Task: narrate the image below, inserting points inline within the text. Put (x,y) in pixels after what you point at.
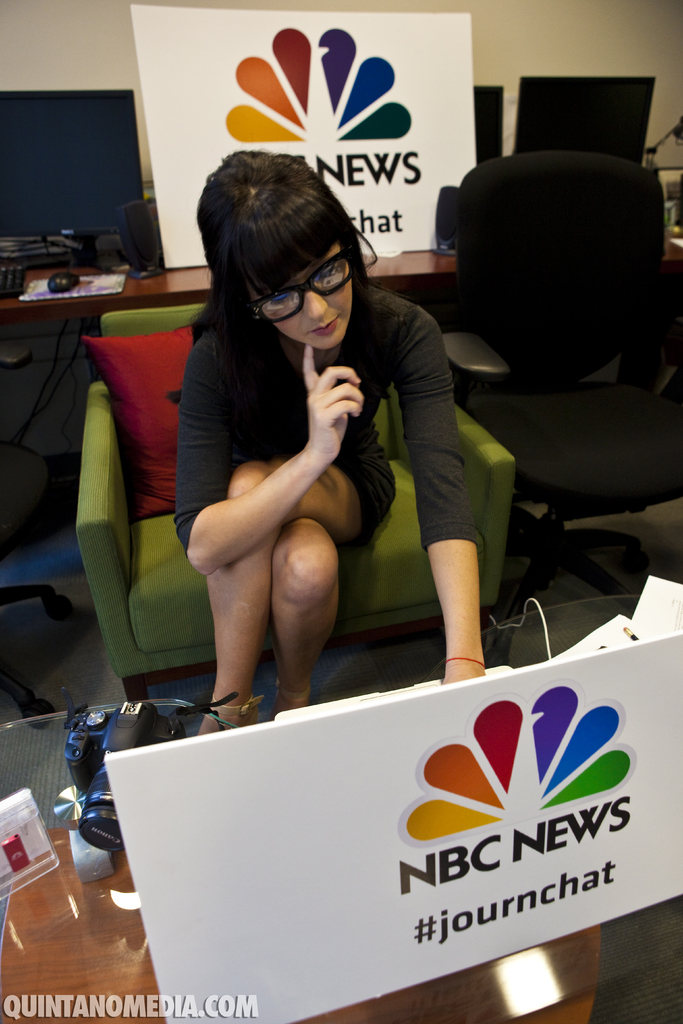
In this picture we can see a woman (211,579) who is sitting on the sofa (143,521). This is board (540,830). Here we can see a table (86,957) and there is a camera (100,725). On the background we can see some monitors (549,77). And this is wall (91,55).
